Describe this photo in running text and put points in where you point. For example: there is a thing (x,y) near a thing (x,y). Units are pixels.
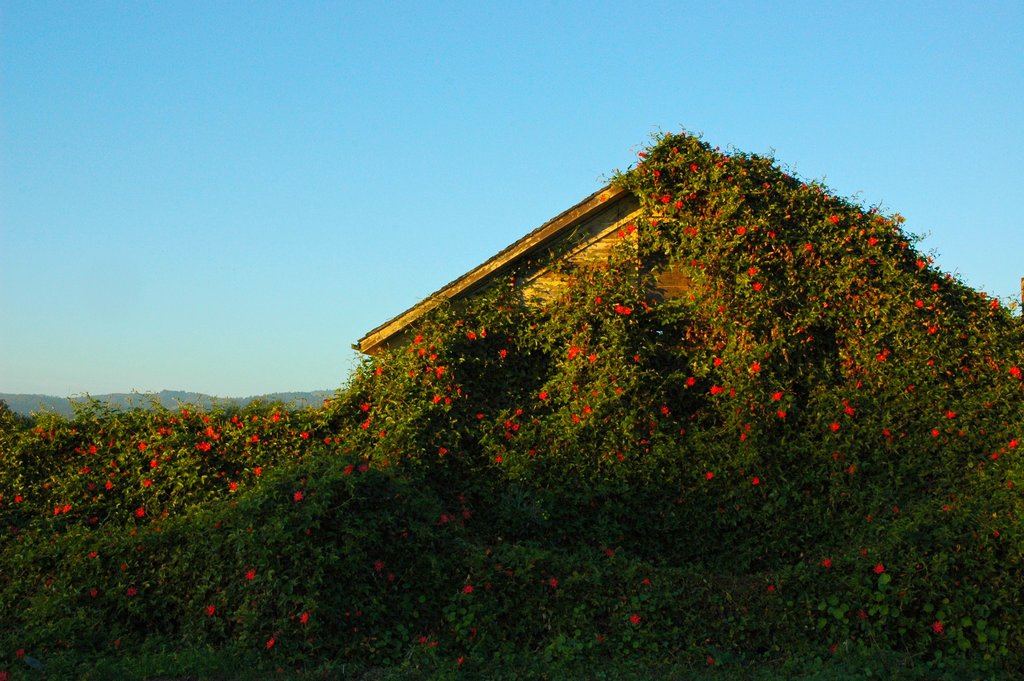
This picture is clicked outside. In the foreground (378,612) we can see the flowers (142,515) and the green leaves (293,532) and a wooden object (595,248) seems to be the house (554,247). In the background (730,26) we can see the sky (360,298) and some other objects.
